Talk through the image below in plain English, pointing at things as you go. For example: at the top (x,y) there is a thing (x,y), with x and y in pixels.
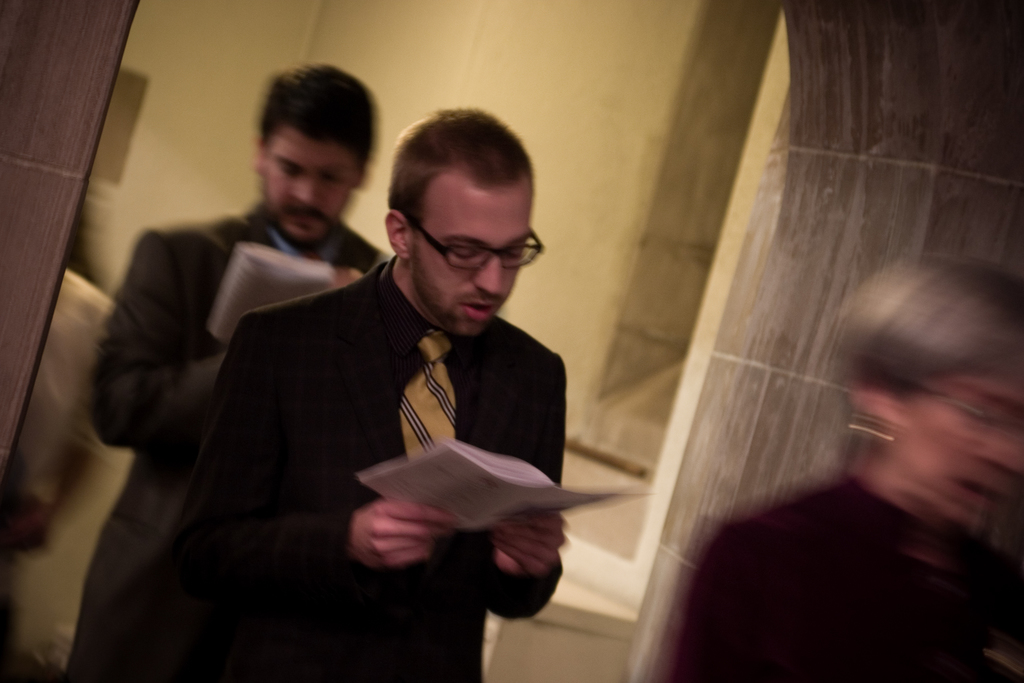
In this image, we can see people (499,535) standing and some are wearing glasses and some are holding papers (460,446) in their hands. In the background (718,161), there is a wall (601,112).
